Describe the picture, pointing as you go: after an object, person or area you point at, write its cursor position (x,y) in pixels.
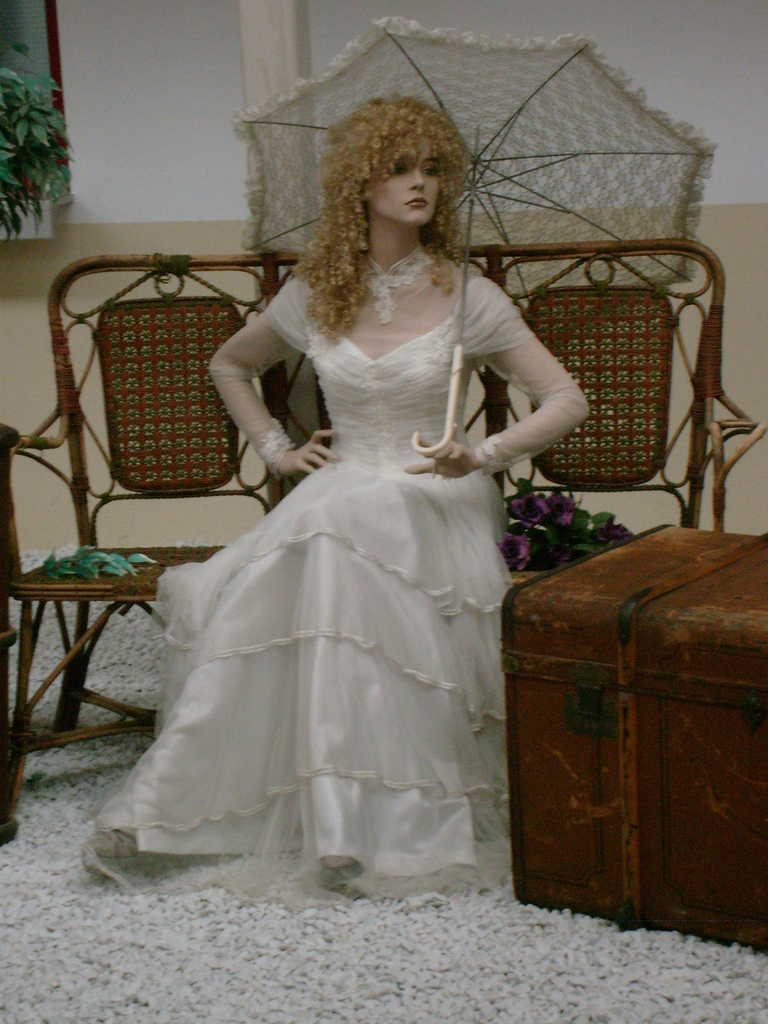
In this image i can see a mannequin (371,560) in a white dress (321,487) and blonde hair (358,204) is sitting on the bench (591,442) and holding an umbrella (520,265). I can see the floor mat (365,967) and a trunk box (644,791). In the background (151,125) I can see the wall (151,96), a pillar (293,7) and a plant (7,174).
